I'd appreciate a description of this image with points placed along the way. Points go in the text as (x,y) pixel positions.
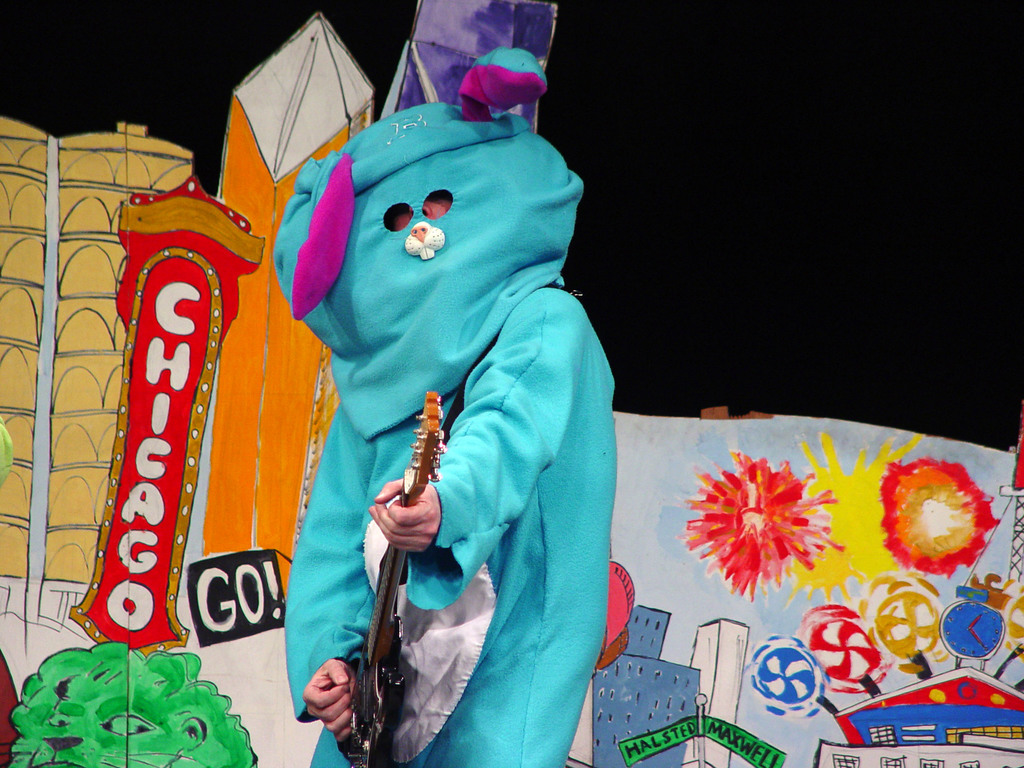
In this image we can see a person (445,687) wearing a cartoon costume (390,470) and holding a guitar (389,620) in the hands (403,518). In the background (67,342) we can see a colorful background (292,179).
